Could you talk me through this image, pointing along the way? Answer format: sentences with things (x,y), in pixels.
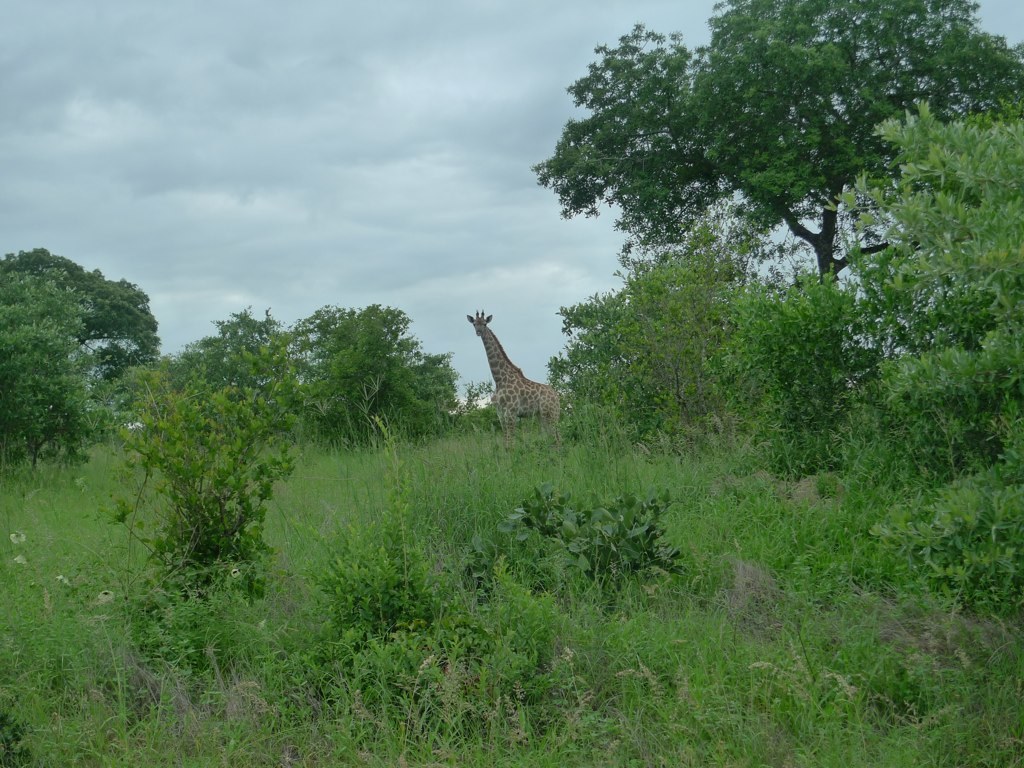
In the image there are many trees (296,428), grass (332,452) and plants (373,602) and there is a giraffe (495,368) standing on the grass (520,430) in the background (545,435).
